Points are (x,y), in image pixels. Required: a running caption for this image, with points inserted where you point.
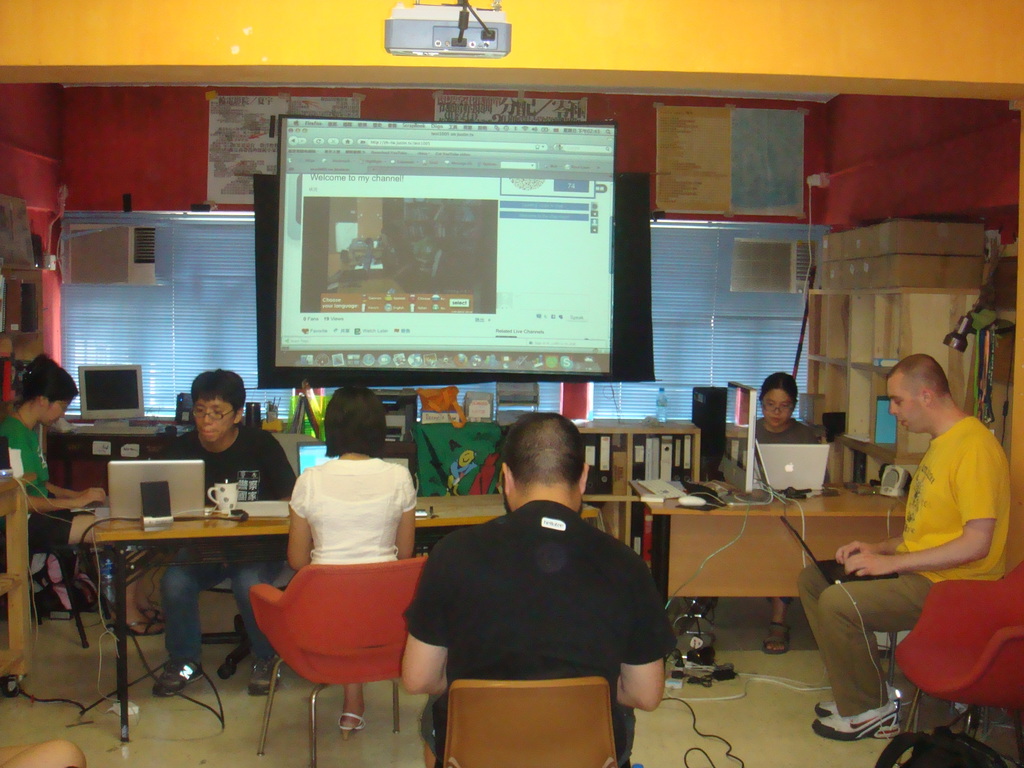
In this picture there are several people (486,539) sitting on the table (766,531) and operating their laptops (177,474), in the background (618,318) we observe a black screen (629,325) on top of which a projector (482,31) is displaying the information (575,262). There is also few posters (254,124) attached to the wall (642,120), we observe a glass window (675,255) with a movable curtain (244,278).
